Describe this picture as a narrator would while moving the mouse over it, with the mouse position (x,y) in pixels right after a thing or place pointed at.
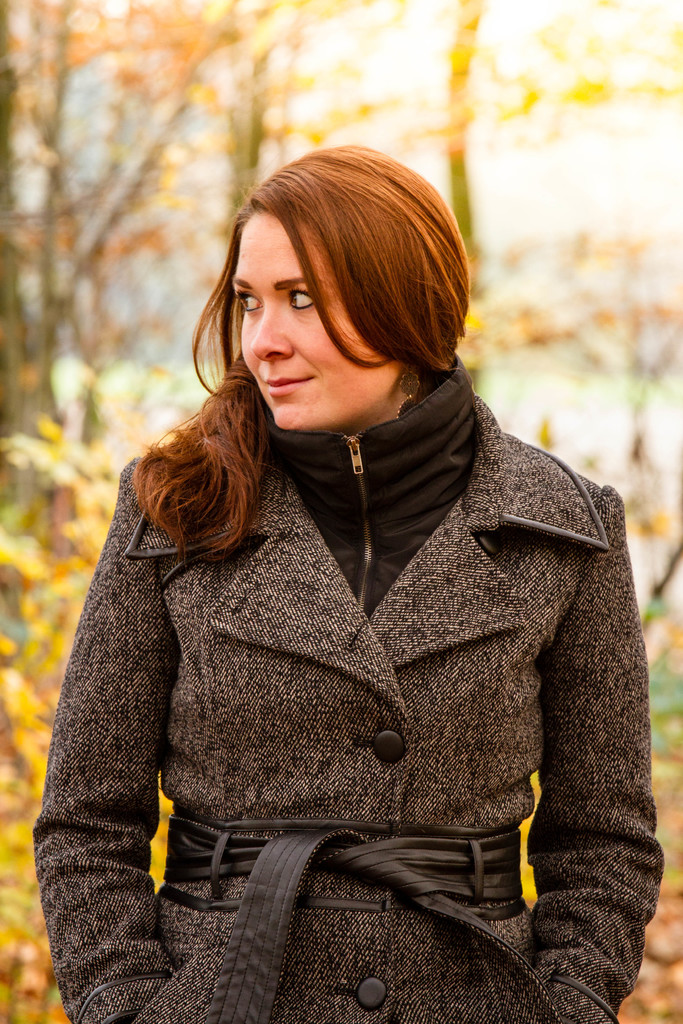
This is the woman (469,680) standing and smiling. In the background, I can see the trees (465,204).
